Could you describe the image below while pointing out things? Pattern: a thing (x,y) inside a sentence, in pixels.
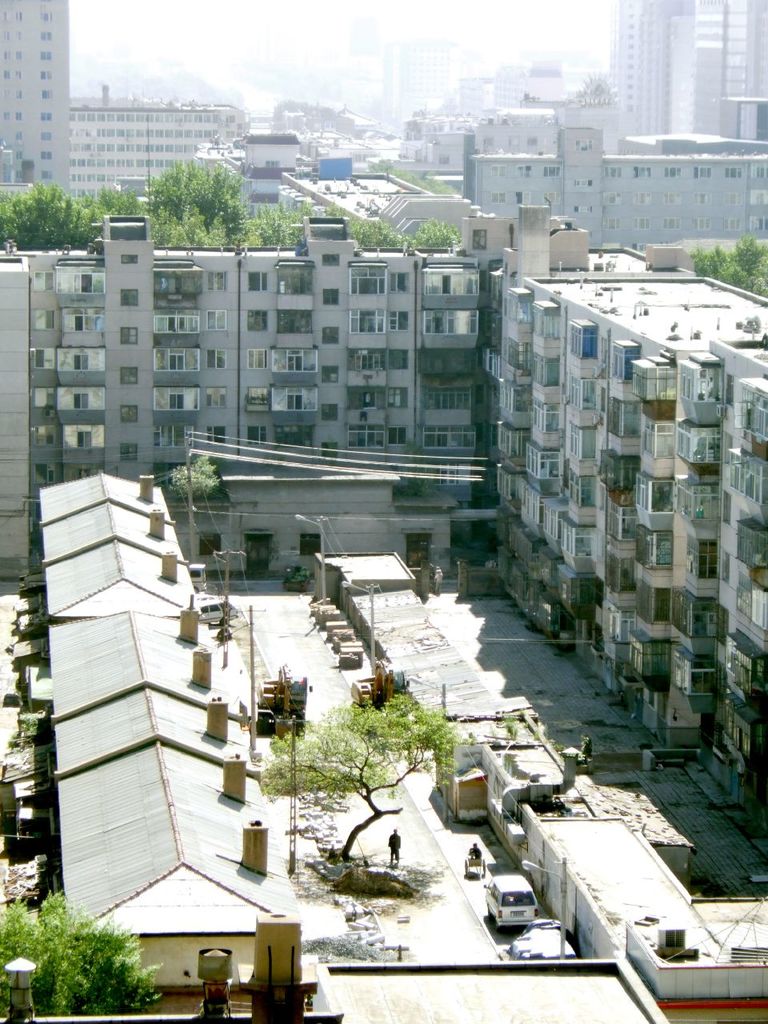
In this picture I can see buildings (654,295), trees (33,213) and few houses (51,560) and I can see a car (521,937) parked and I can see few people (479,856) and a cloudy sky (380,46).
